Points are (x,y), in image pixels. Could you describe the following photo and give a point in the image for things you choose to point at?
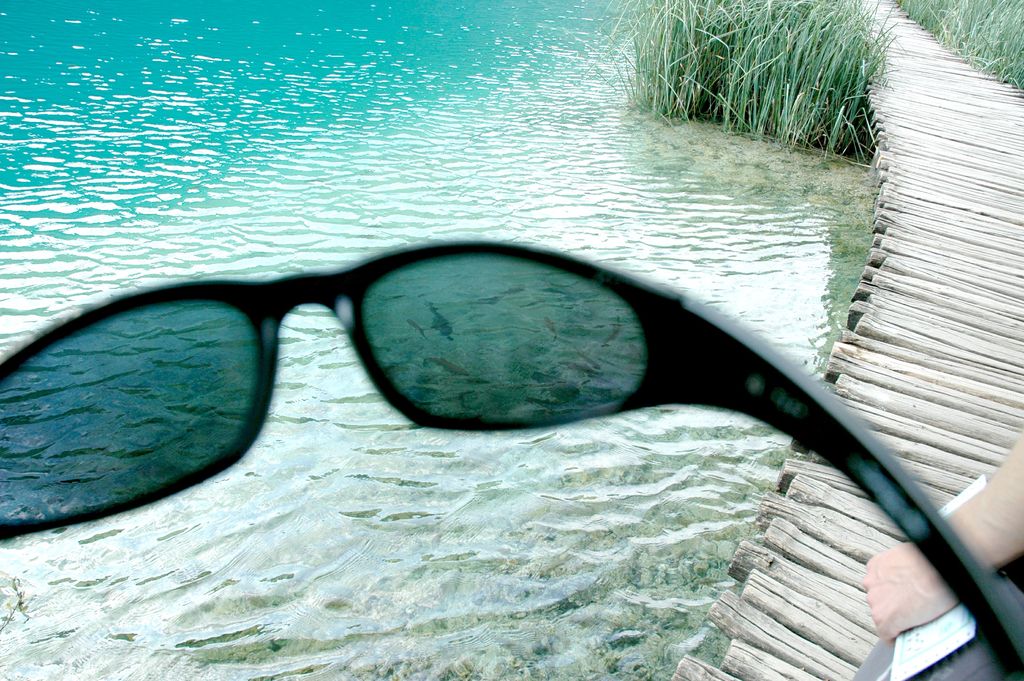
In this image I can see black colored goggles (475,346) and a person's hand (958,524) holding an object (919,652). In the background (211,127) I can see the water (348,131), some grass (667,92) and the wooden path (952,70).
